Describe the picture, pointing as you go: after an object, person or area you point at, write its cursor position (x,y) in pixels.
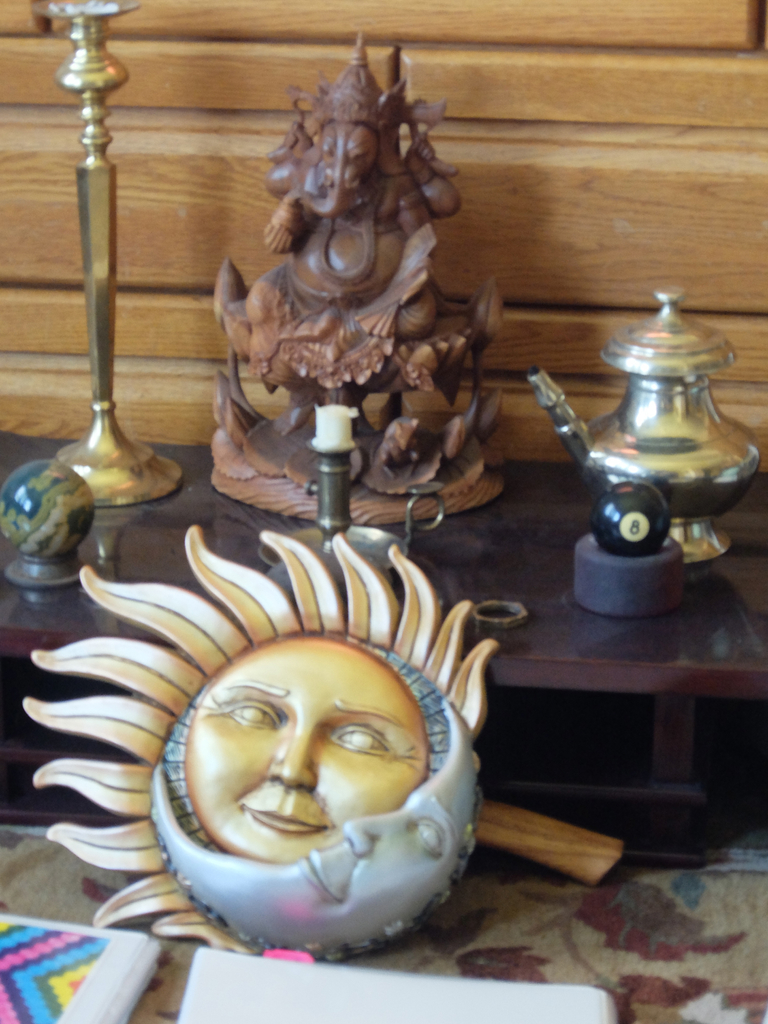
In this picture we can see an idol (420,474), globe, ball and metal objects (666,353) on a table (670,714). At the bottom (344,759) we can see objects (515,832) on the mat (506,967). In the background (560,163) we can see the wooden object (592,185).
